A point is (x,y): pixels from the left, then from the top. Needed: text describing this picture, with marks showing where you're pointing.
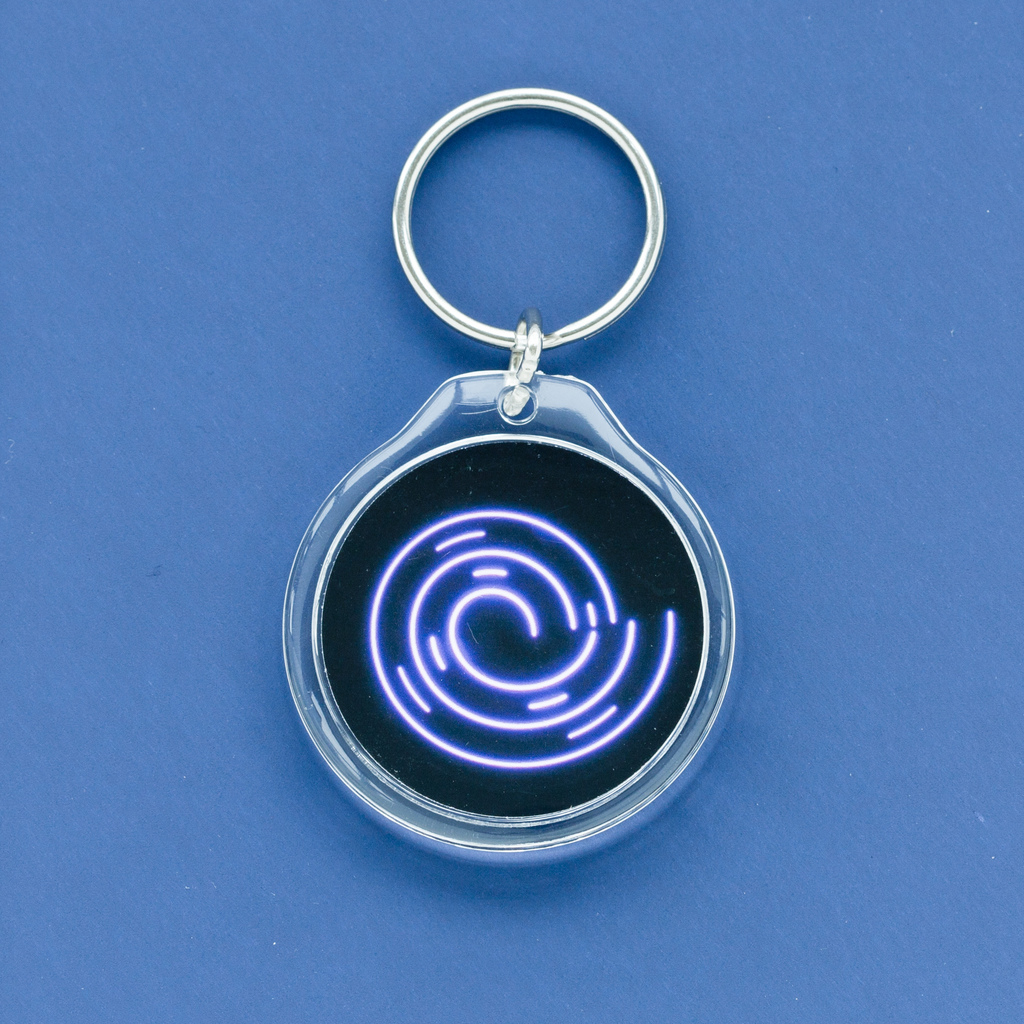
In the center of the image (681,534) there is a keychain (703,573).
